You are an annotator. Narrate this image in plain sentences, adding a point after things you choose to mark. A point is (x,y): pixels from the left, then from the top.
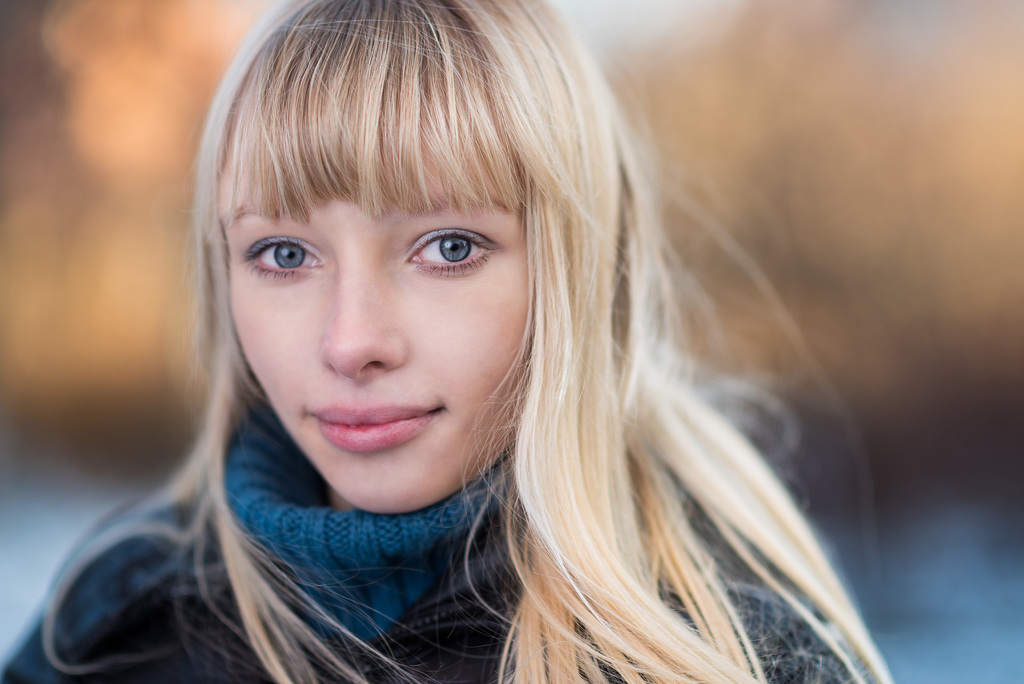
In this image I see a woman (393,399) who is wearing blue color dress (308,541) and I see that it is totally blurred in the background (682,185).
